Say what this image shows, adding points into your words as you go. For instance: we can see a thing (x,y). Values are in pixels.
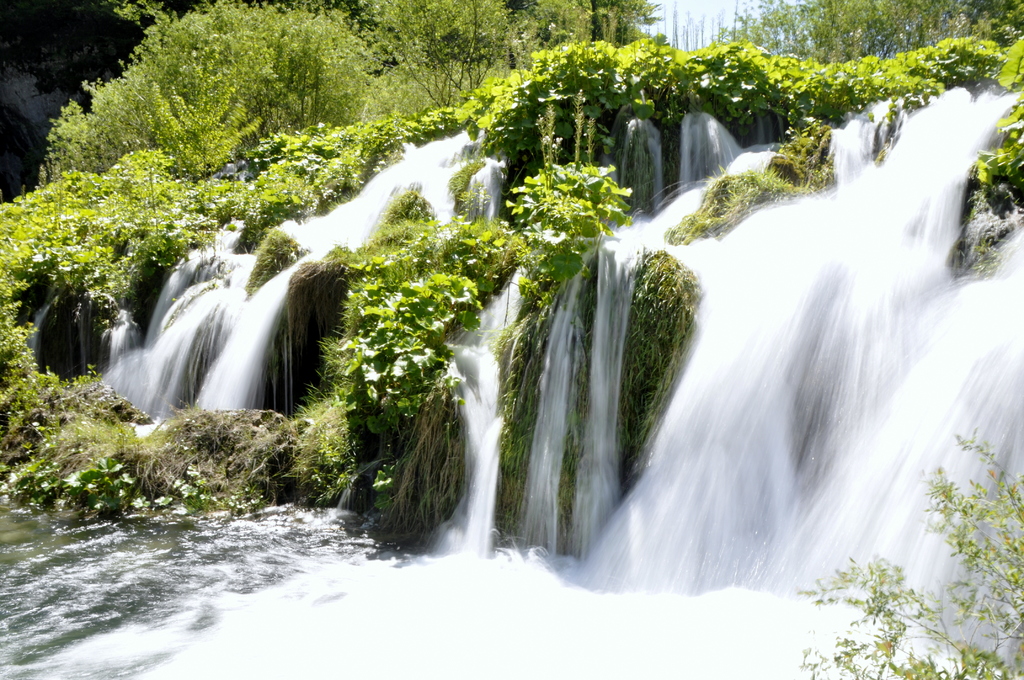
In this image we can see a waterfall (730,448) and a group of trees (219,64). In the background (691,22), we can see the sky (692,18).
